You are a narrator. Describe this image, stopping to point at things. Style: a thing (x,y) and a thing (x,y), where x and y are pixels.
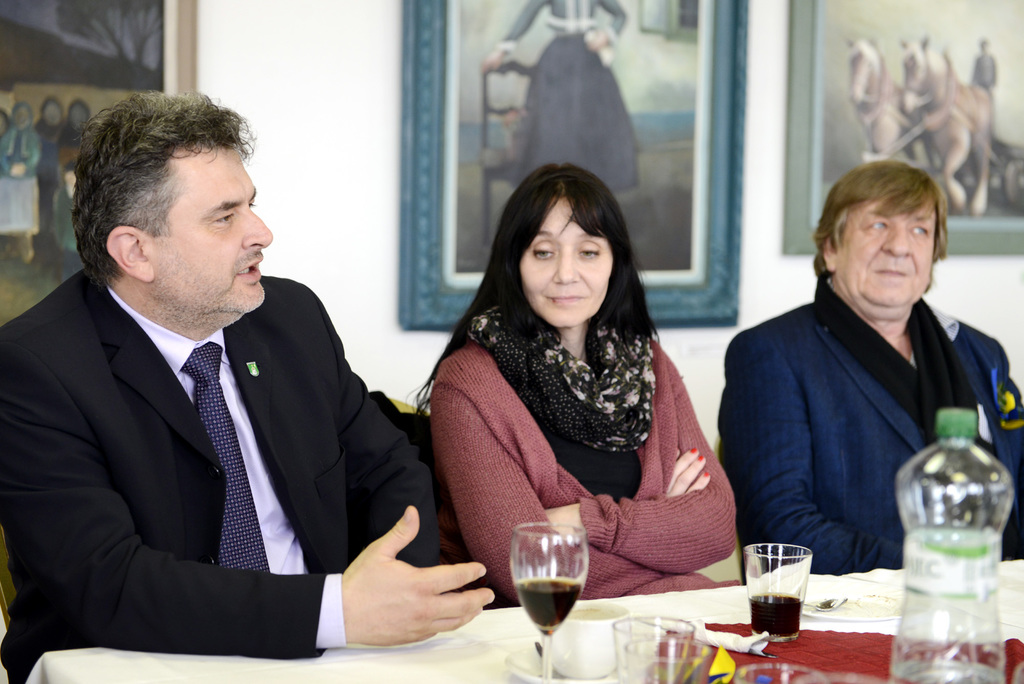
In this image i can see there are the three persons (468,442) sitting on the chair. on the left (95,467) there is a person (74,442) wearing a black color jacket (96,387) and his mouth (249,275) was open. on the table (505,641) i can see there is the bottle (904,607) and there are the glasses (556,573), on the glasses (546,595) there is a drink (549,623). on the left side (14,108) there is paint (14,108) in the middle (583,276) woman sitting on the chair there are the three paintings (884,112) attached to the wall (766,160).
